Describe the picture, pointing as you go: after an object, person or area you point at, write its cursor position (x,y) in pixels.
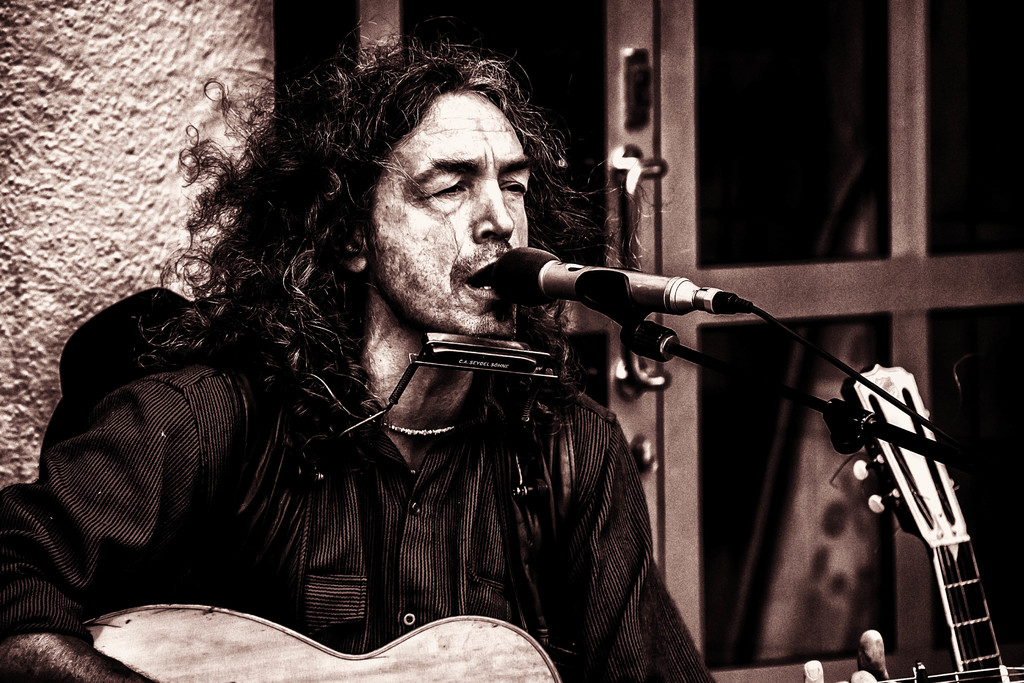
In this image i can see a man (470,429) is playing a guitar (415,643) in front of a microphone (573,296).
